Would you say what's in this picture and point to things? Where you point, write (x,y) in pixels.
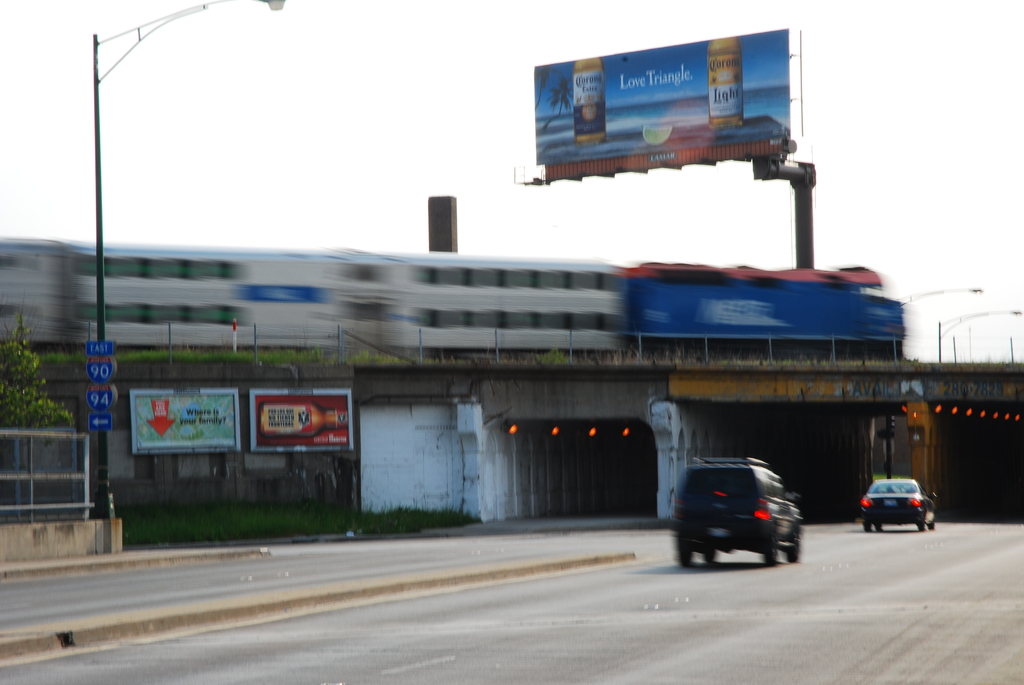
In this image, we can see a train (731,281) on the bridge (76,395). There are vehicles (798,513) on the road (678,636). There is a street pole (96,288) and plant (28,400) on the left side of the image (31,410). There is a hoarding (646,144) and sky (406,51) at the top of the image (397,56).
